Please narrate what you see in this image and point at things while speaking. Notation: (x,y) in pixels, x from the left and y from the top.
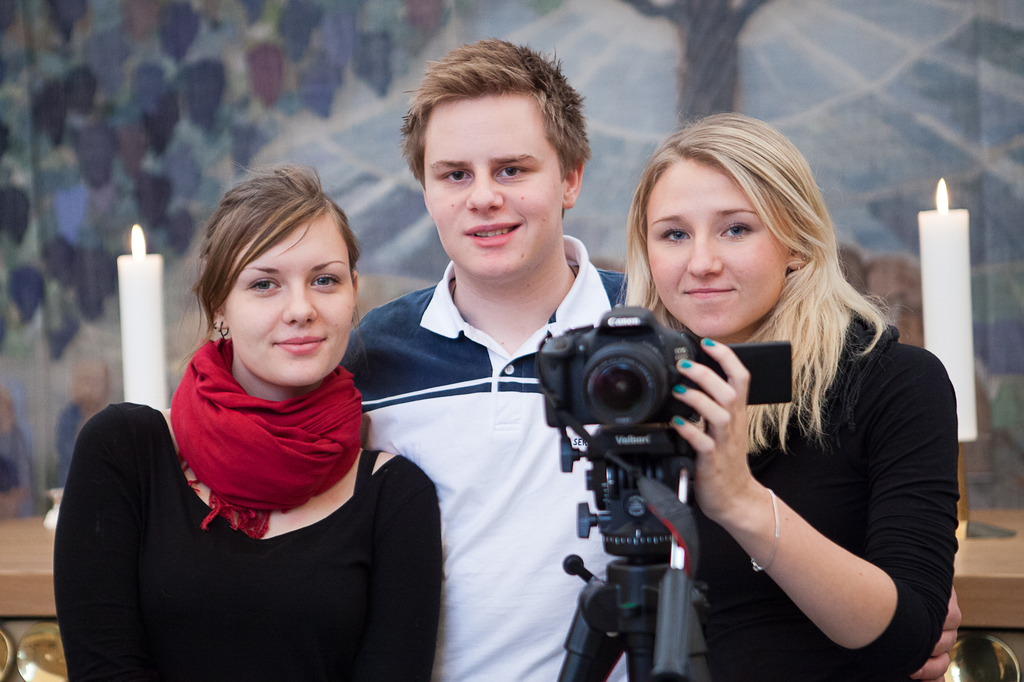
In this image, there are three persons (238,347) standing. two of them are women's (344,374) and one is man (491,401). she is holding a camera (640,422) in her hand (695,429). In the background (26,517) bottom of the image (1003,566), there is a table (1017,560) on which white color candle (948,318) is kept. In the background (903,212), there is a wall (26,166) on which painting (736,20) is made. The picture looks as if it is taken during sunny day.
